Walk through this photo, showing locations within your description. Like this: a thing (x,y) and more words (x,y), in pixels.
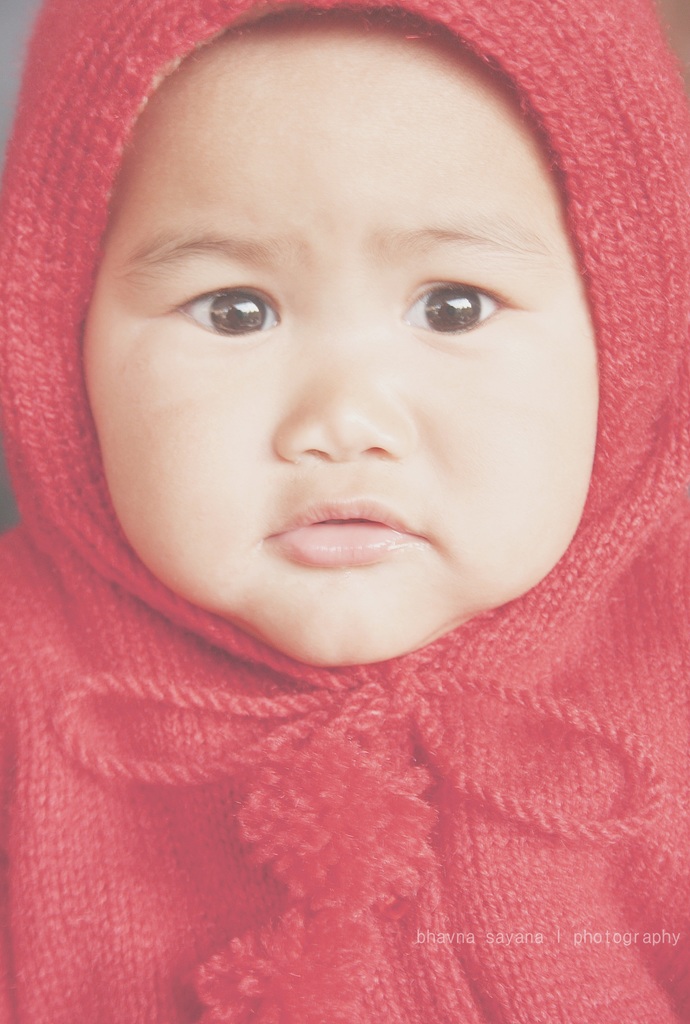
In the center of the image (364,588) we can see one baby (280,784) in a red costume (512,729). At the bottom right side of the image (471,945), there is a watermark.
